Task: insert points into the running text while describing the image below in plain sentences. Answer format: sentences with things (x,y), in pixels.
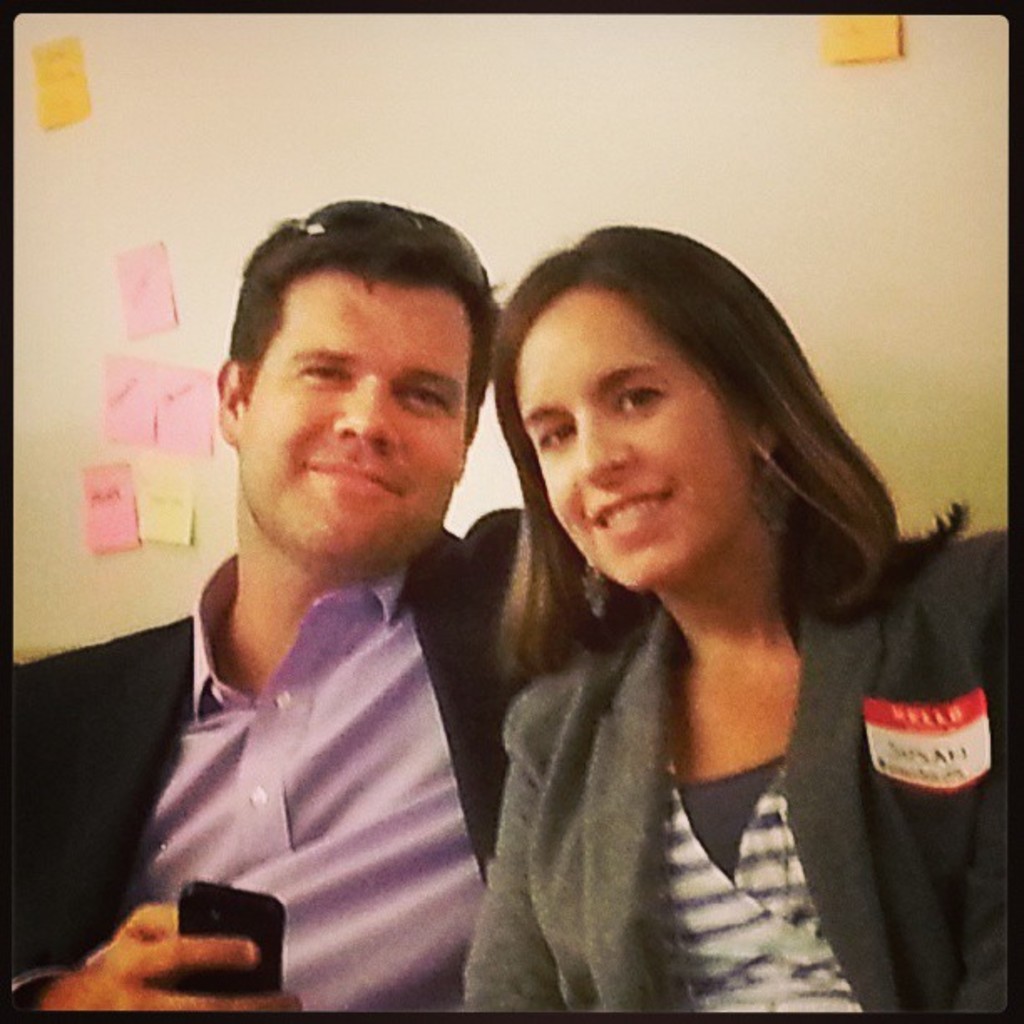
In this image i can see two people (678,622) and one of them is holding an object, behind there is a sticky notes (75,109) on the wall (111,228).
